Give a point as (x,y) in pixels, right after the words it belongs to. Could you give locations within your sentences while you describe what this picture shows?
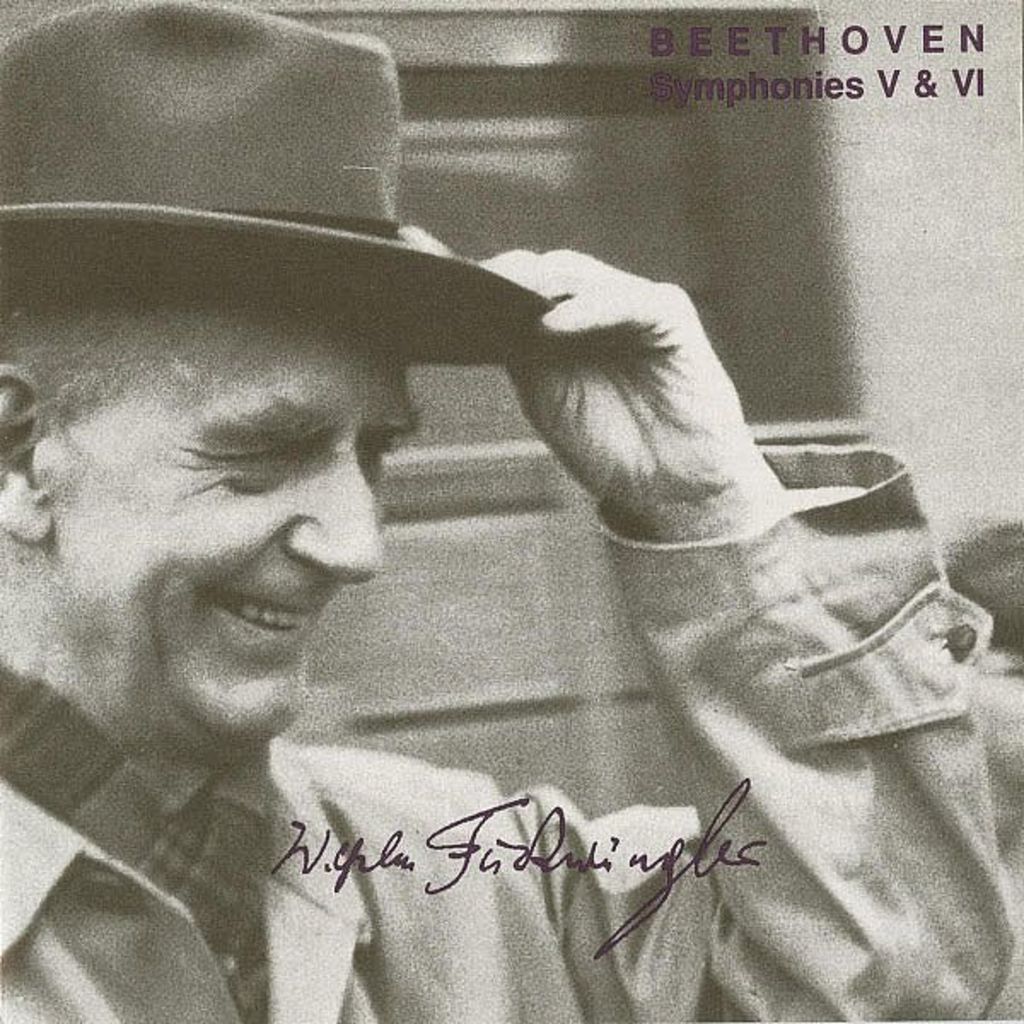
It looks like a black and white picture. We can see a man (210,693) with the hat (152,81) and behind the man (300,597) there are blurred items (600,549) and on the image there is a watermark (724,850).
